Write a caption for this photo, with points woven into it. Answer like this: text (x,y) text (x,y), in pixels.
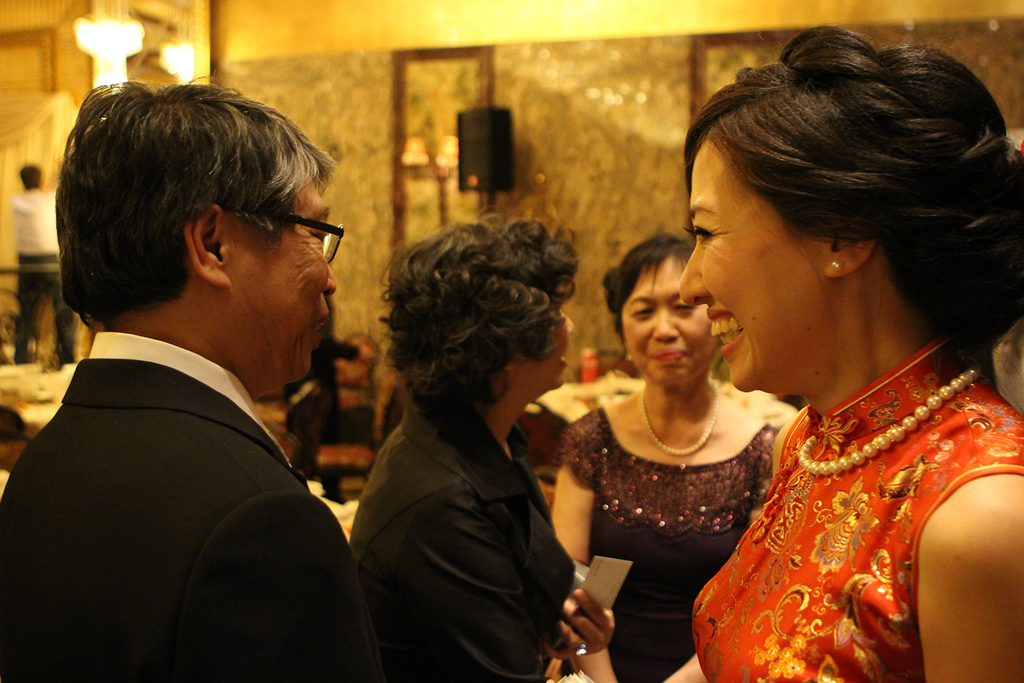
In this image we can see this person (94,449) wearing a blazer (193,563) and spectacles (325,238) is standing here, we can see this woman (840,471) wearing a red dress (807,560) and pearls set (855,459) is smiling. Here we can two more people (516,519). The background of the image (96,31) is slightly blurred, where we can see the speakers (495,174), mirrors (423,92) to the wall (383,167) and chandelier (81,43).
